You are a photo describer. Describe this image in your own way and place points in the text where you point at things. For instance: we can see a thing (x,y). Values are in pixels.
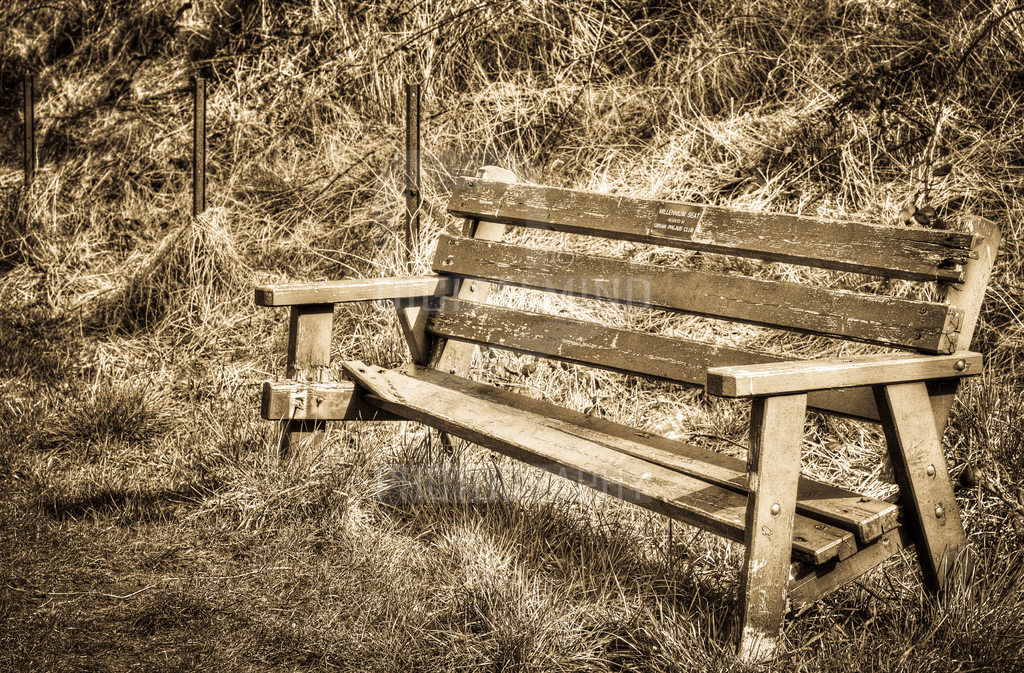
In this image we can see dry grass (969,483) and a bench (670,241).
